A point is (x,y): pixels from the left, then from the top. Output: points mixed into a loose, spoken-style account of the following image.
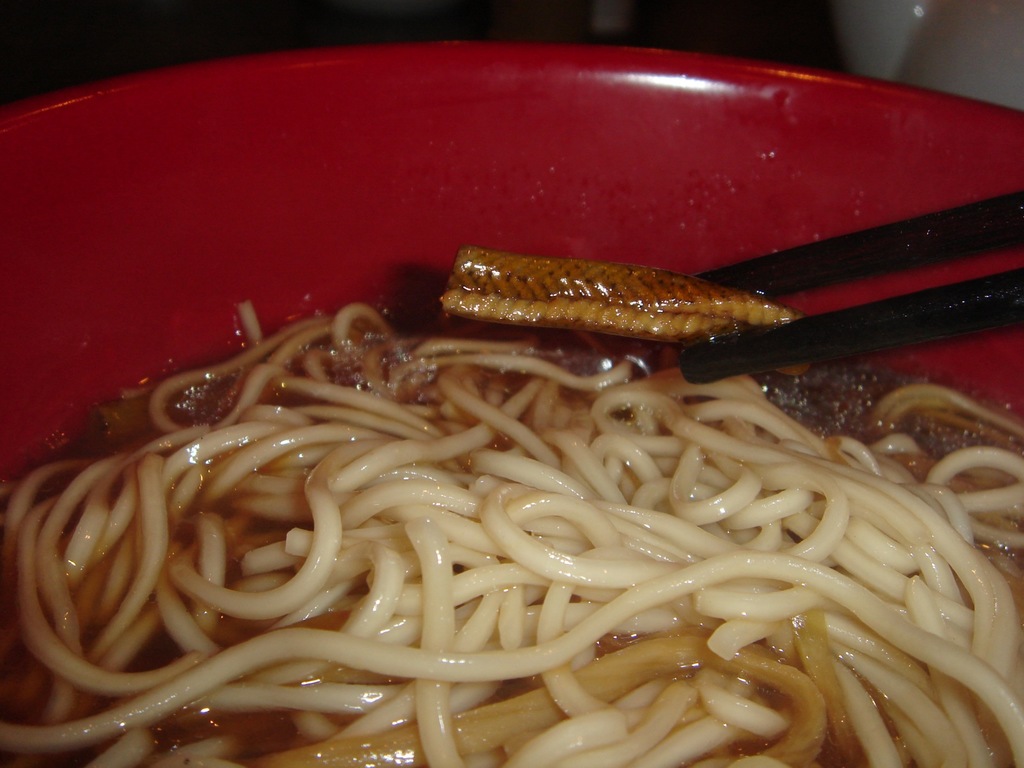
In this image we can see noodles (439,482), and food item (624,312) on the bowl (808,314).
